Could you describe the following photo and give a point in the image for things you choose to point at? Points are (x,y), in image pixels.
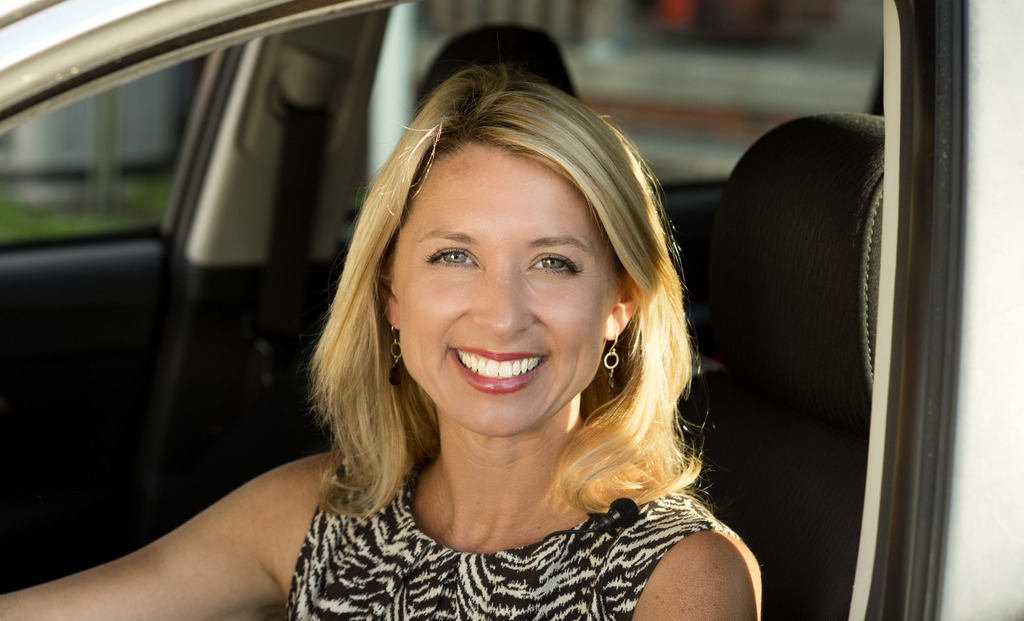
In this image we can see a woman (571,355) sitting inside a vehicle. The woman (570,365) is smiling.
